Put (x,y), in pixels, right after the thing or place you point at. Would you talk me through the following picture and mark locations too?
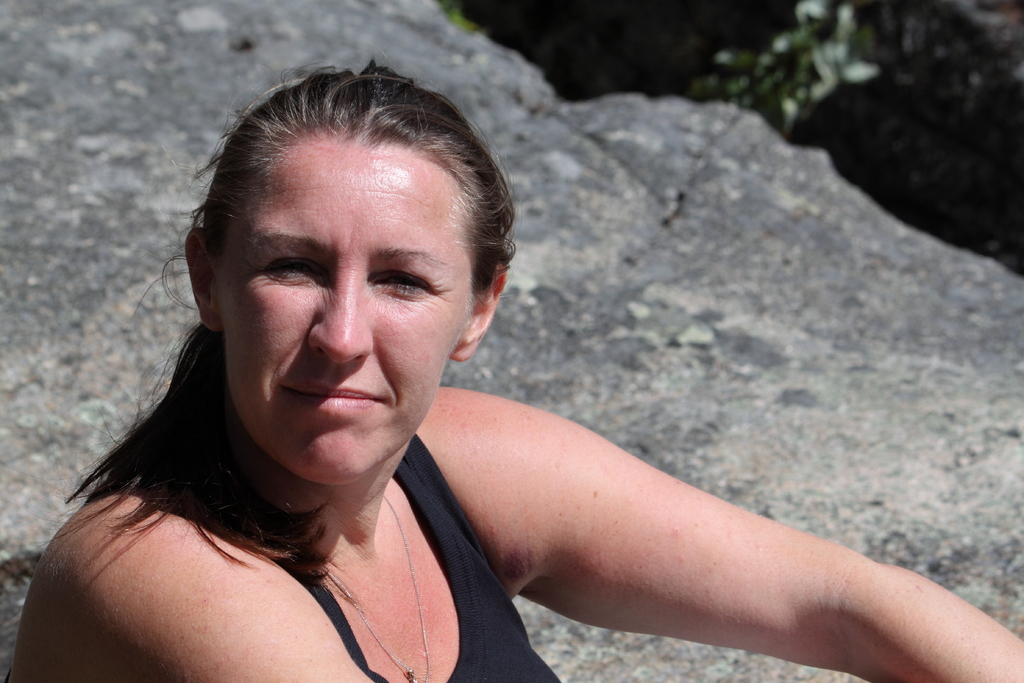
In this image, there is an outside view. There is a person (501,494) at the bottom of the image (504,621) wearing clothes (502,615) and there is a rock (675,396) behind this person (488,424).
